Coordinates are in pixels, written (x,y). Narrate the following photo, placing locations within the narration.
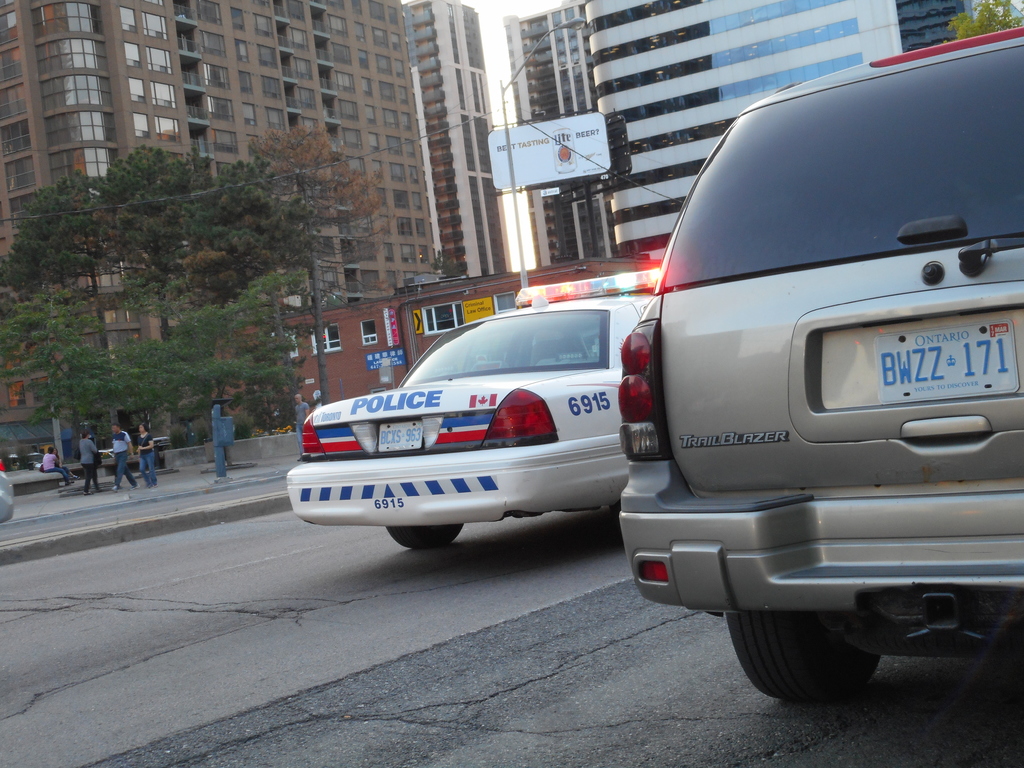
In this image we can see a car (719,444) and also the police vehicle (481,386) with lights (575,288) on the road (360,571). In the background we can see the light pole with wires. We can also see the trees (280,211), buildings (434,90), hoarding (581,170) and also the people (89,451) on the path (198,467). Sky (541,7) is also visible.
